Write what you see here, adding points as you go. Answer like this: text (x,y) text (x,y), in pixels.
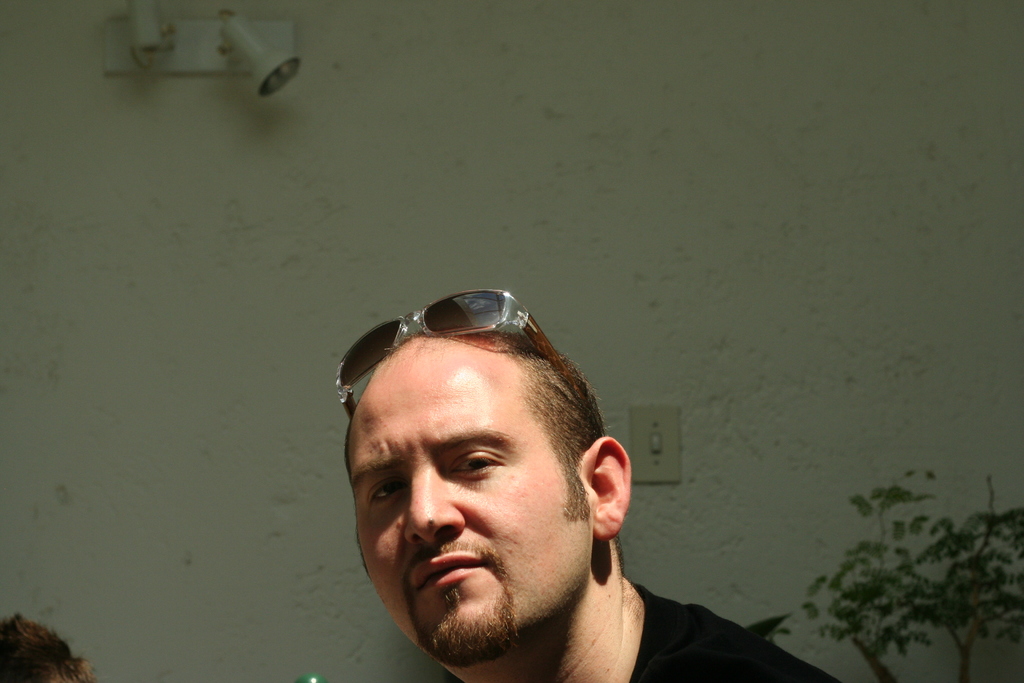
There is a man (584,498) wore glasses (443,325). On the background (464,242) we can see plant (918,603), wall (339,105) and light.
